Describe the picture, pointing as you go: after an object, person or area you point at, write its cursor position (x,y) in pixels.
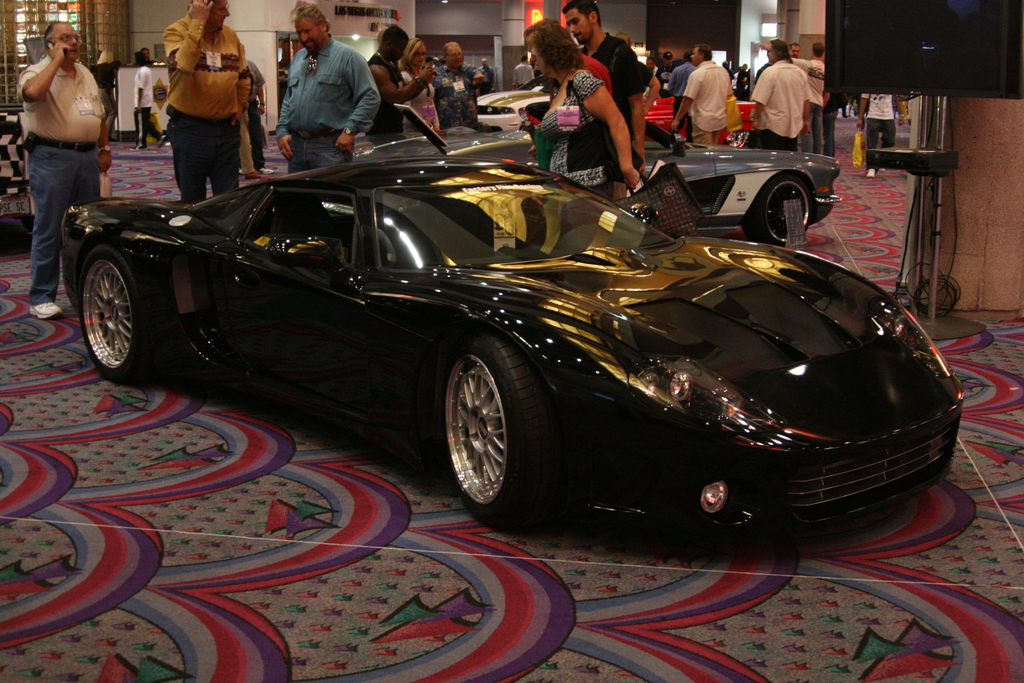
Here we can see cars (750,305) and persons (106,88) on the floor (452,564). There is a carpet (774,612) on the floor (528,599). In the background (95,25) we can see a wall (455,32), pillar (507,52), and lights (445,2). Here we can see a screen (921,71).
